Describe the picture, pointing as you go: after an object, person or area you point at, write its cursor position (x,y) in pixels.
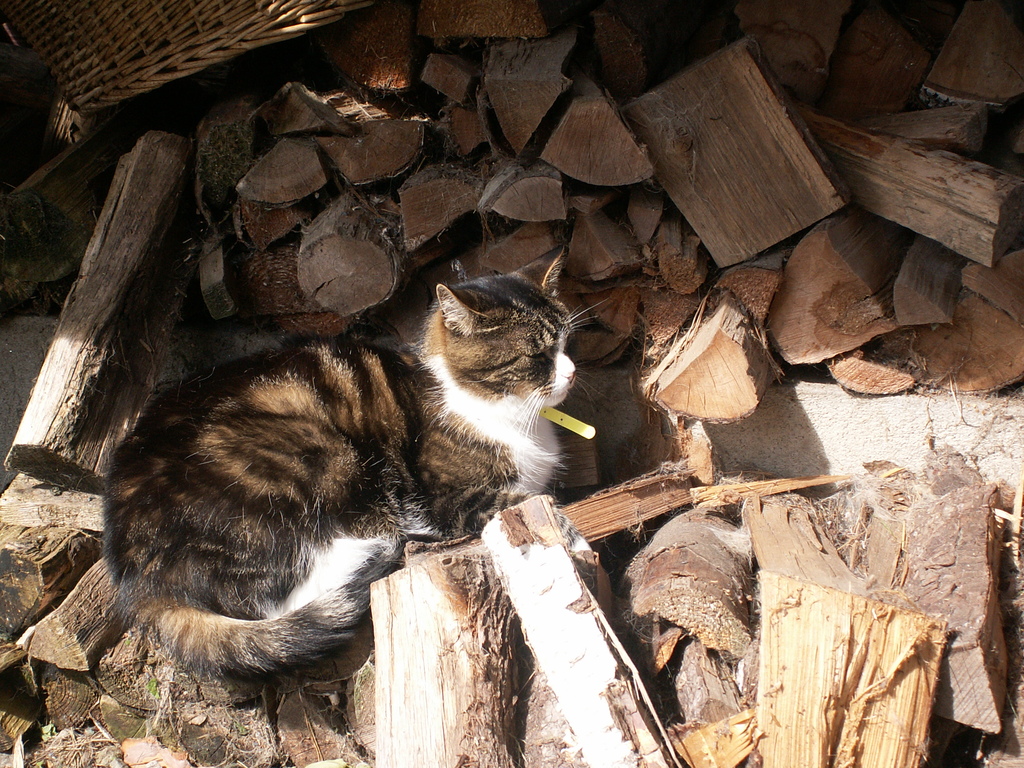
In this picture we can brown and white color cat (436,471) sitting in the middle of the image (410,511), surrounded with small wooden rafters (969,653).
